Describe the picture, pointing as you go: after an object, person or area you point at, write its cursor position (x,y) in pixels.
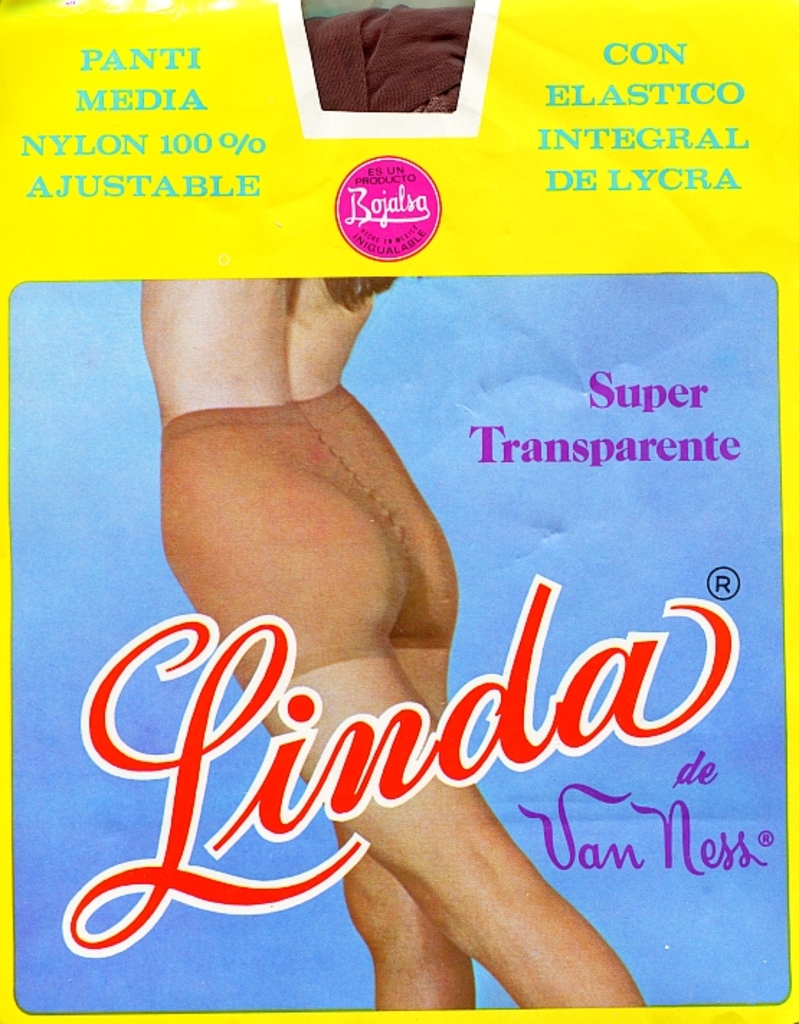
In the foreground of this poster, there is some text (523,757) and an image of a person (338,555).
